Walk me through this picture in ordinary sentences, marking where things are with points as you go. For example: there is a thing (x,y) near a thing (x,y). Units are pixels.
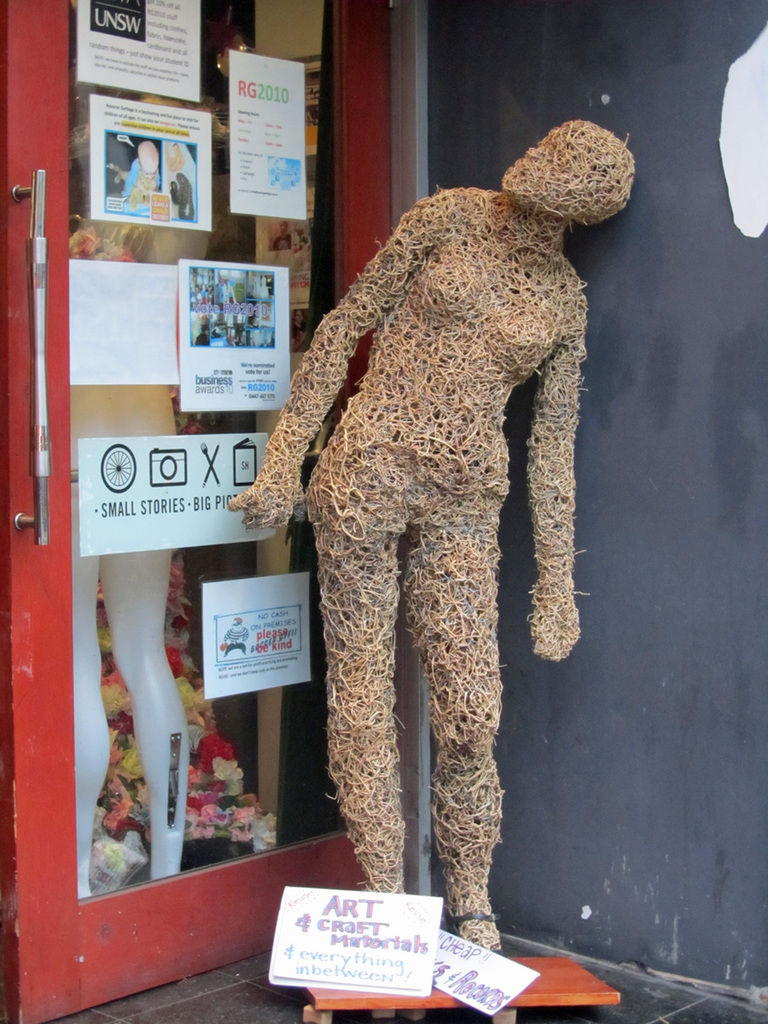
In this picture we can see a statue (444,475) and in front of the statue (432,524) there are boards (394,957). Behind the statue (418,466) there is a glass door (187,563) and on the door (272,553) there are posters (213,315). Behind the glass door (124,558), it looks like a mannequin (124,674). On the right side of the statue (470,405) there is the wall (662,452).
